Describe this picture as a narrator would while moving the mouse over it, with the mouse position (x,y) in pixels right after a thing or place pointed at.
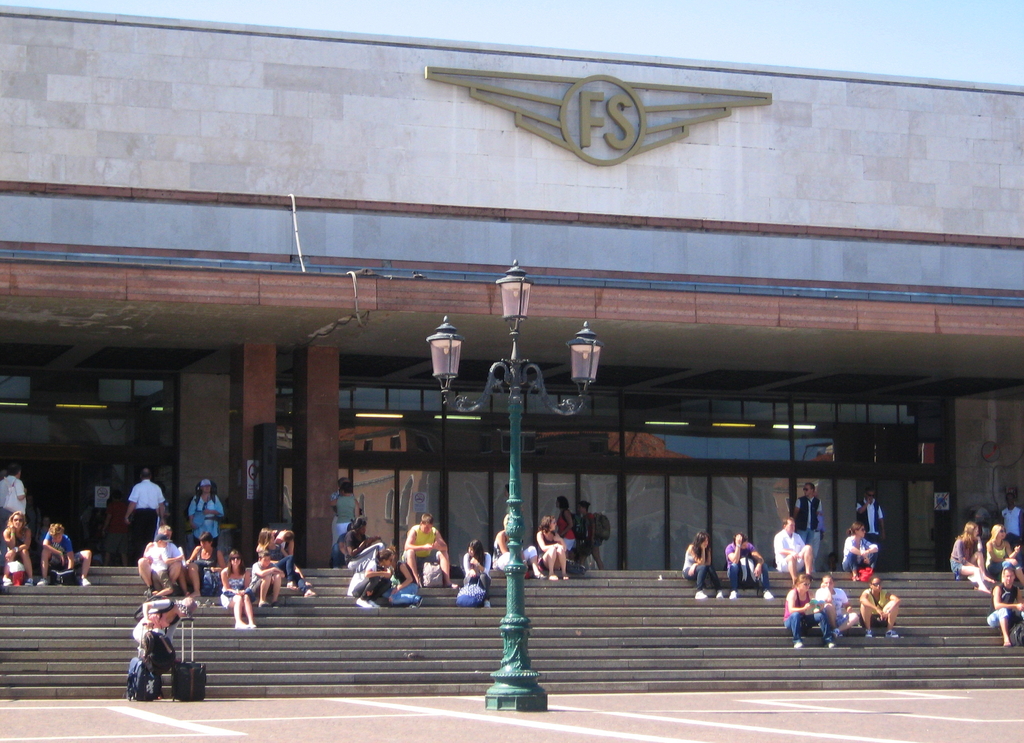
In the foreground of the picture (423,695) it is pavement (1019,735) and there is a street light (507,371). In the center of the picture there are people (387,579) sitting on the staircase (345,605). In the background (366,429) it is a building (582,439) we can see lights (383,416), windows (410,443) and door (412,482). At the top (620,32) it is sky (375,21). On the building (479,255) there is text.
